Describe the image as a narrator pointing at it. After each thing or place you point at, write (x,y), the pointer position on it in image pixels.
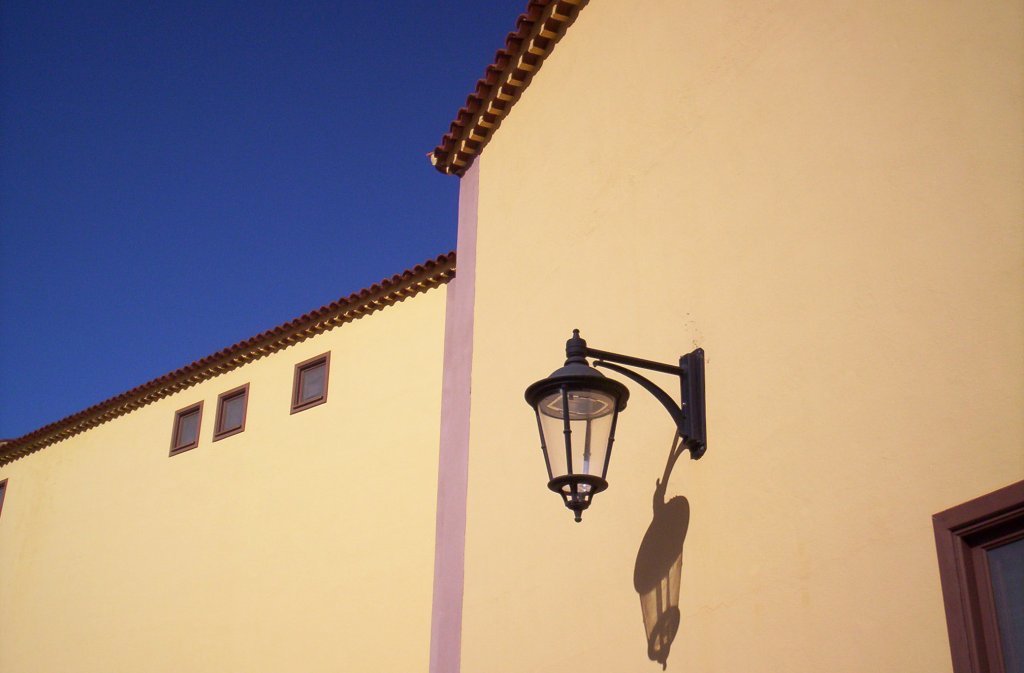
In this image at the bottom (172,529) there is a building (819,302) and some windows (315,401), and there is one light (568,462) in the center (579,404). On the top of the image (228,139) there is sky (341,210).
